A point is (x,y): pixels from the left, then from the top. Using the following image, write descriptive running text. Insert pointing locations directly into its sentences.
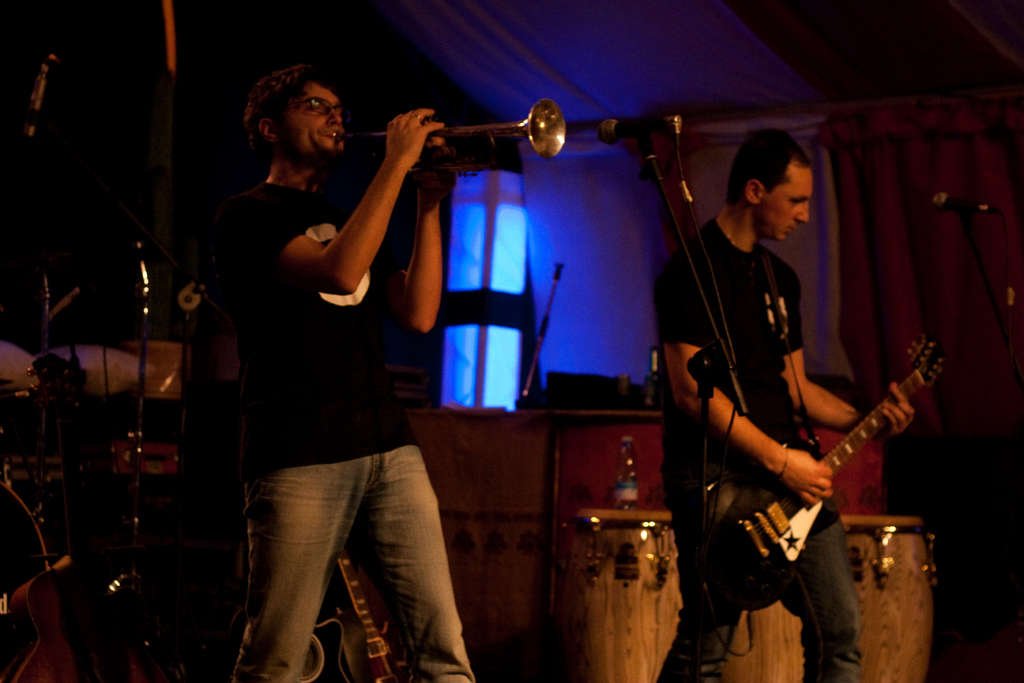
There is a man (330,386) standing and playing trumpet (539,115). Beside him, there is a person (772,223). He is playing a guitar (769,489). In the background (890,360), there is a drum (634,527), bottle (629,465), cloth (597,224), window (489,280). On the left hand side (51,389), there is a guitar (18,610).
